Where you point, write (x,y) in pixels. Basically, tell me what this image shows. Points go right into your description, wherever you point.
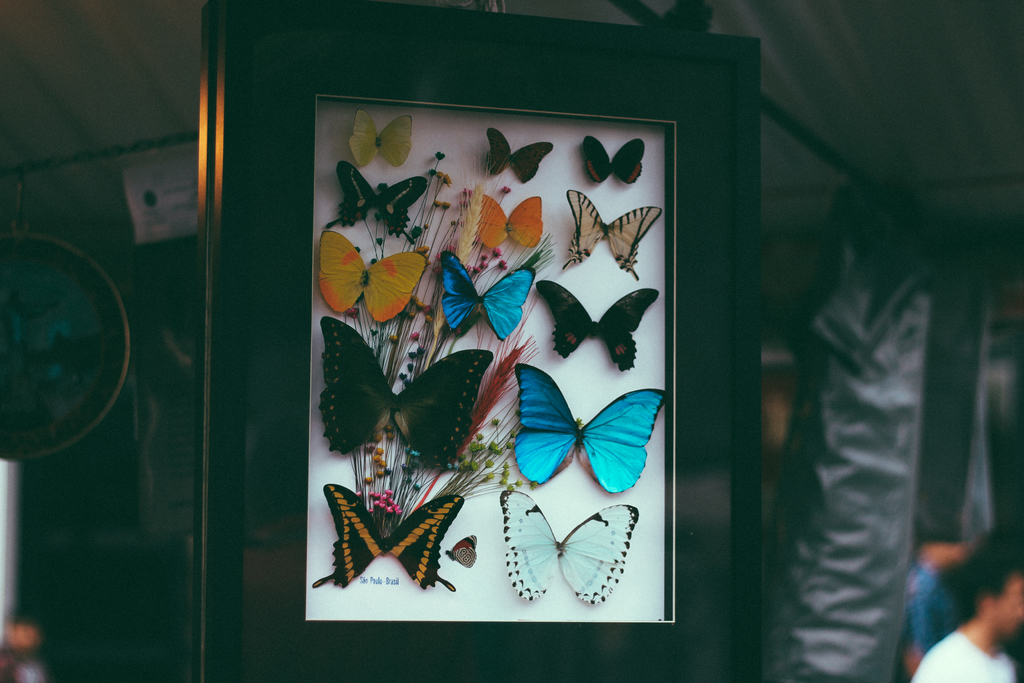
In this image in the front (452,381) there are butterflies (437,421) in the frame. In the background (845,402) there are objects (872,405) which are black in colour and there is a person (989,623) visible.
